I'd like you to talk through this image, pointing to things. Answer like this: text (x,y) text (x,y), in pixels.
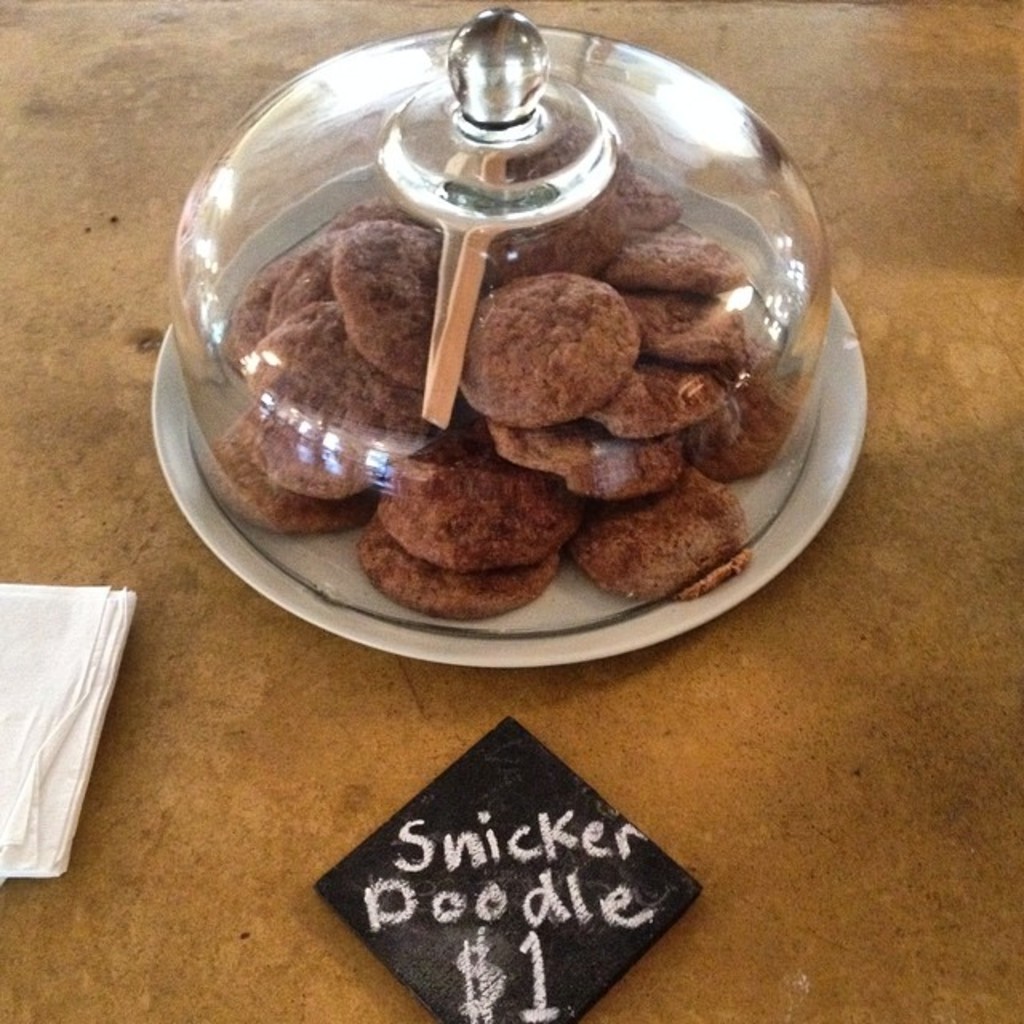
In this picture there are biscuits (449,493) in a container (224,264), which is placed in the center of the image (443,525) and there are tissues (61,782) on the left side of the image (39,805), there is a name card (526,906) at the bottom side of the image (425,875), on which it is written as snickerdoodles.
